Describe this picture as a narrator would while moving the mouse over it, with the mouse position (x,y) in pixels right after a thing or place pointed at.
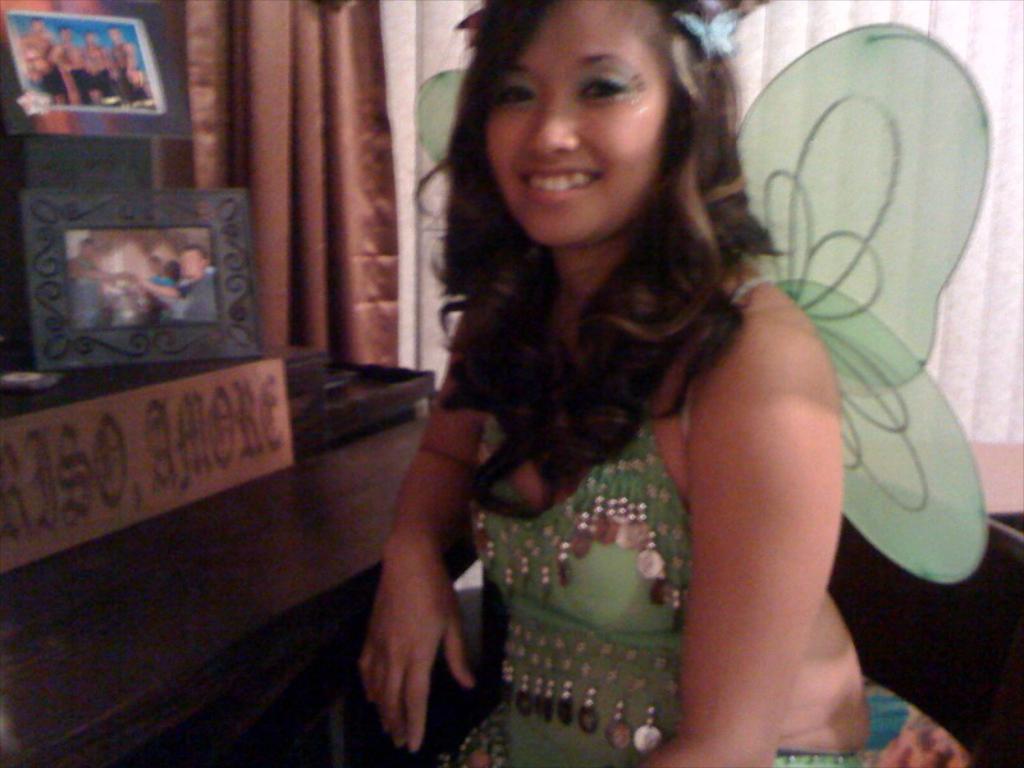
In the image in the center (626,399), we can see one woman (607,475) sitting and she is smiling, which we can see on her face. And she is in green color costume (617,644). In front of her, there is a table (228,516). On the table (227,516), we can see photo frames (213,347) and a few other objects (133,494). In the background (1020,196) there is a curtain (357,84).
